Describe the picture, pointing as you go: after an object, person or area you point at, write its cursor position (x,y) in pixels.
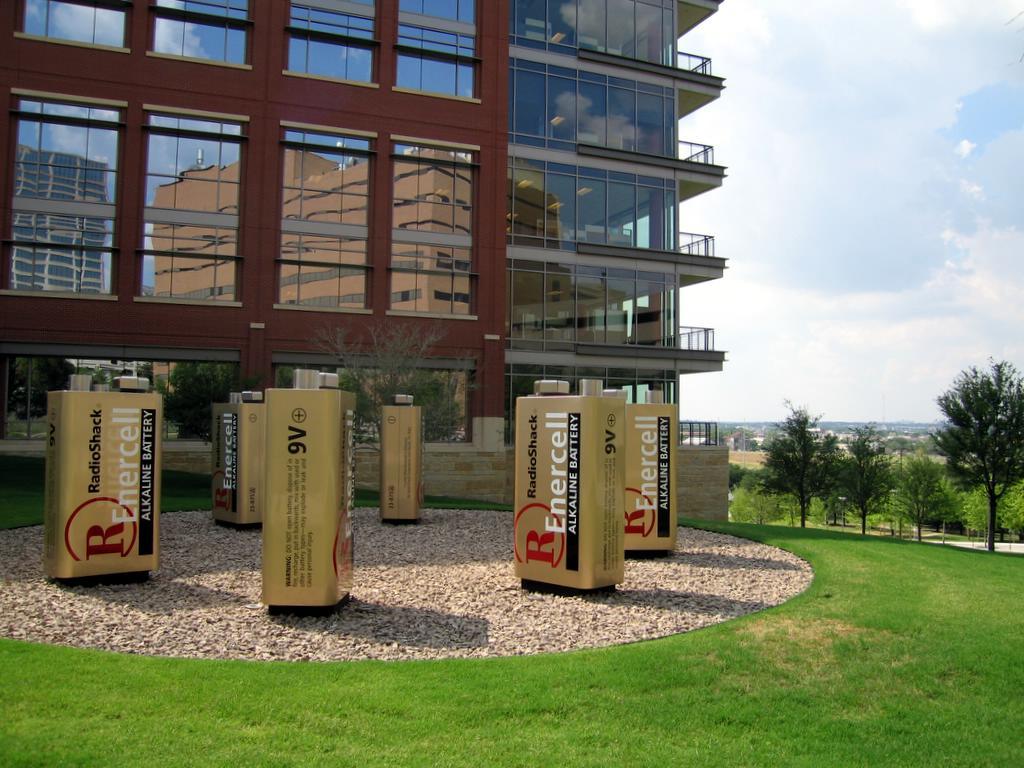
In the foreground of this picture (432,534), there are battery structures models (308,505) are in the middle of the garden (863,593). In the background (783,477), there are trees (796,475), city (750,425), building (450,181) and the cloud (842,180).
